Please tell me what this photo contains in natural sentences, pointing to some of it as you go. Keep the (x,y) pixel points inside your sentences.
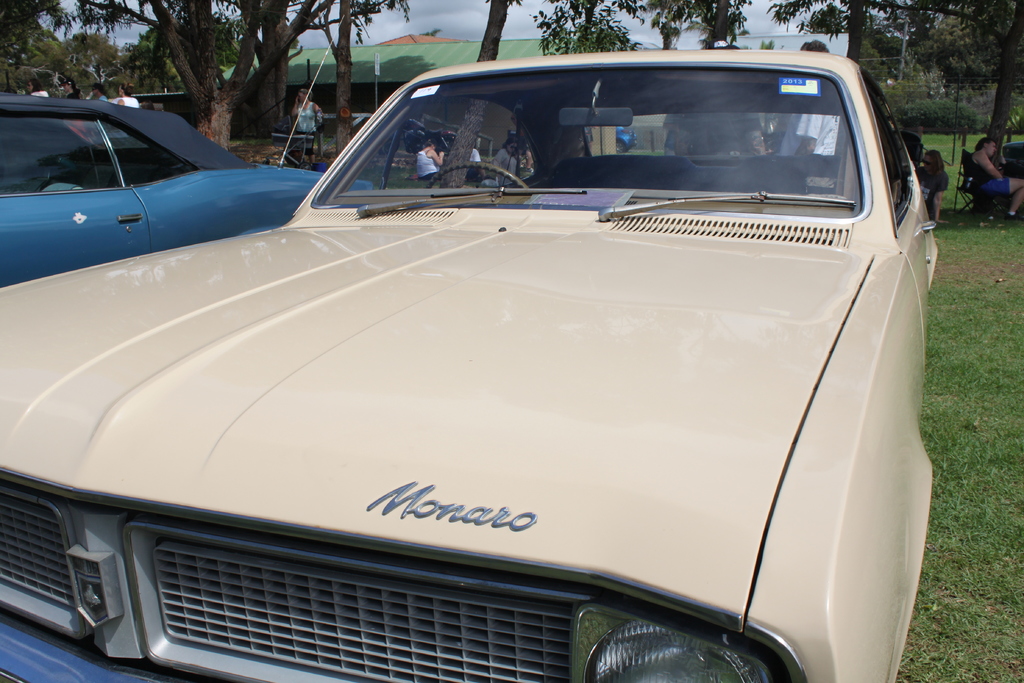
In this image, there are a few people (981,158), vehicles (802,621), plants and trees (342,38). We can see the ground (937,326) with some grass (937,301) and some objects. We can also see a green colored object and the sky (791,26) with clouds (399,30). We can also see a white colored object (747,46).
